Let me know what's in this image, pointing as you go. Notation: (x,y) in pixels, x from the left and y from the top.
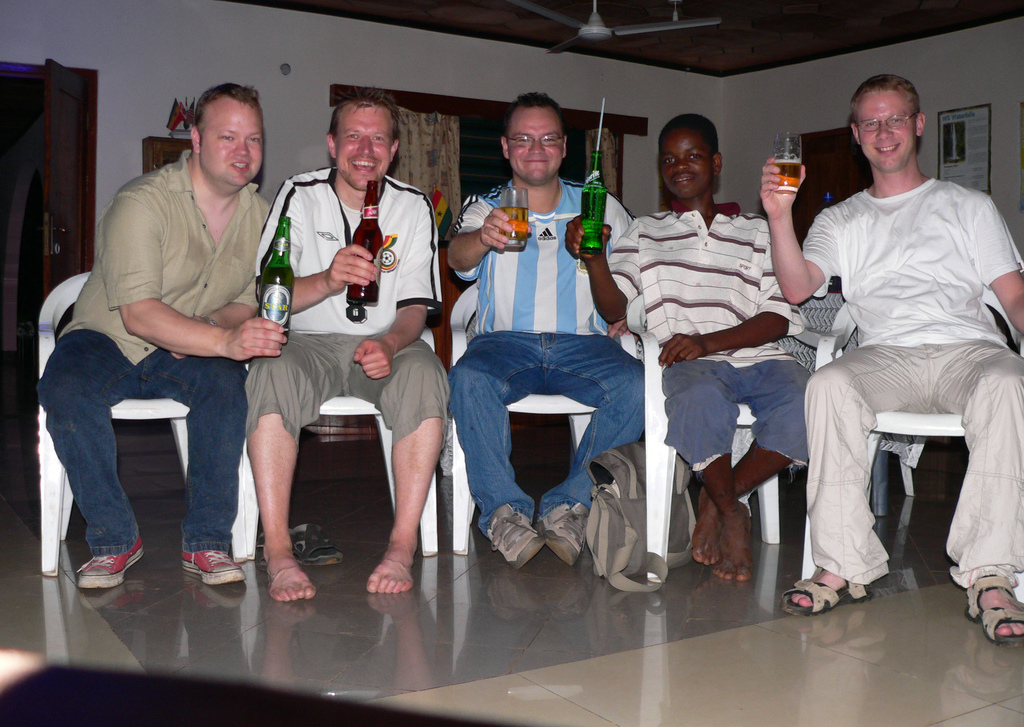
In this image in the center (651,299) there are some people (481,299) sitting on chairs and they are holding bottles (595,206) and glasses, in the bottles (276,296) and glasses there is drink (350,291) and there is one bag (616,527) on the floor (167,648). And at the bottom (135,635) there is floor (901,613), and in the background (70,143) there are doors (78,118), curtains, wall (770,145) and posters (956,150) and at the top (707,44) there is ceiling (694,45) and fan (592,35).
